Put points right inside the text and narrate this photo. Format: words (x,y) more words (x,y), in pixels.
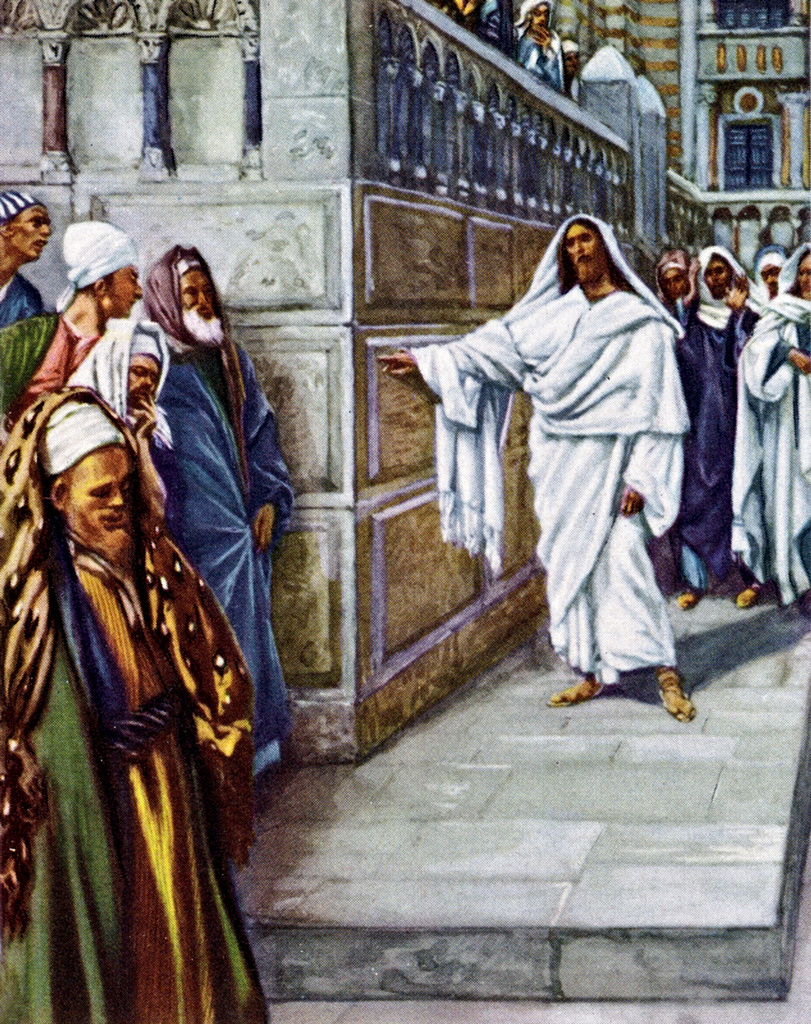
In this picture we can see a group of people (205,465) standing on the floor (500,723) and in the background (362,169) we can see a building (711,52) with windows (730,159) and some people (561,67).
